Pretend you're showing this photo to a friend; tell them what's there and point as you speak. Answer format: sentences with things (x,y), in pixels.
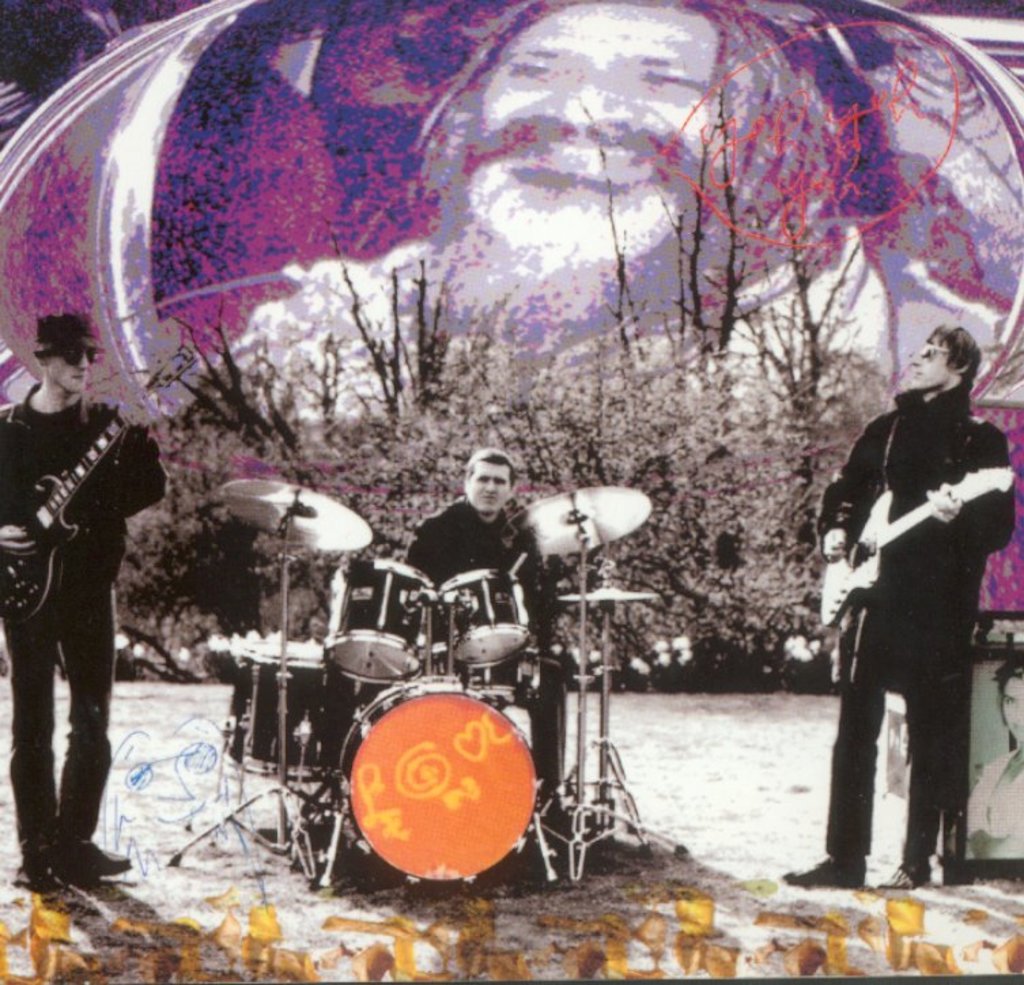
This person (492,521) is sitting and playing this musical instruments (413,615). These 2 persons (71,403) are standing and playing a guitar (20,555). These are plants (472,454). A picture (576,243) on wall (472,162).
